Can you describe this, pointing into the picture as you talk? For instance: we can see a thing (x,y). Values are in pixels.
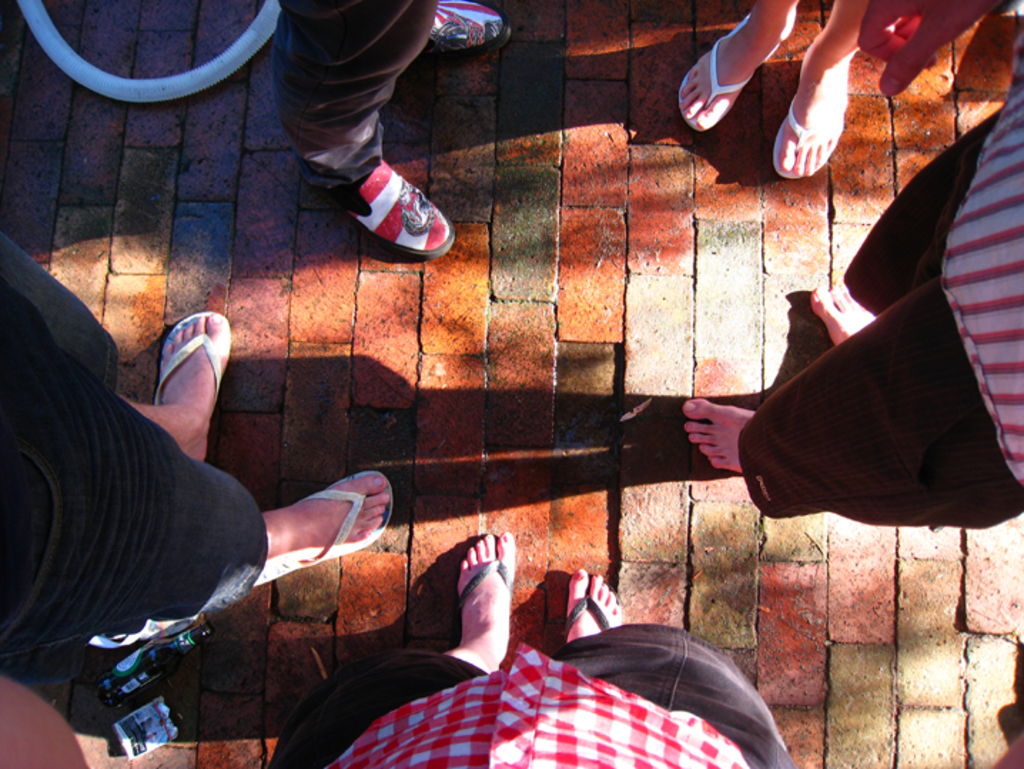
In this image there are group of persons (895,392) standing. On the top left (166,88) there is a pipe (151,89) which is white in colour.
